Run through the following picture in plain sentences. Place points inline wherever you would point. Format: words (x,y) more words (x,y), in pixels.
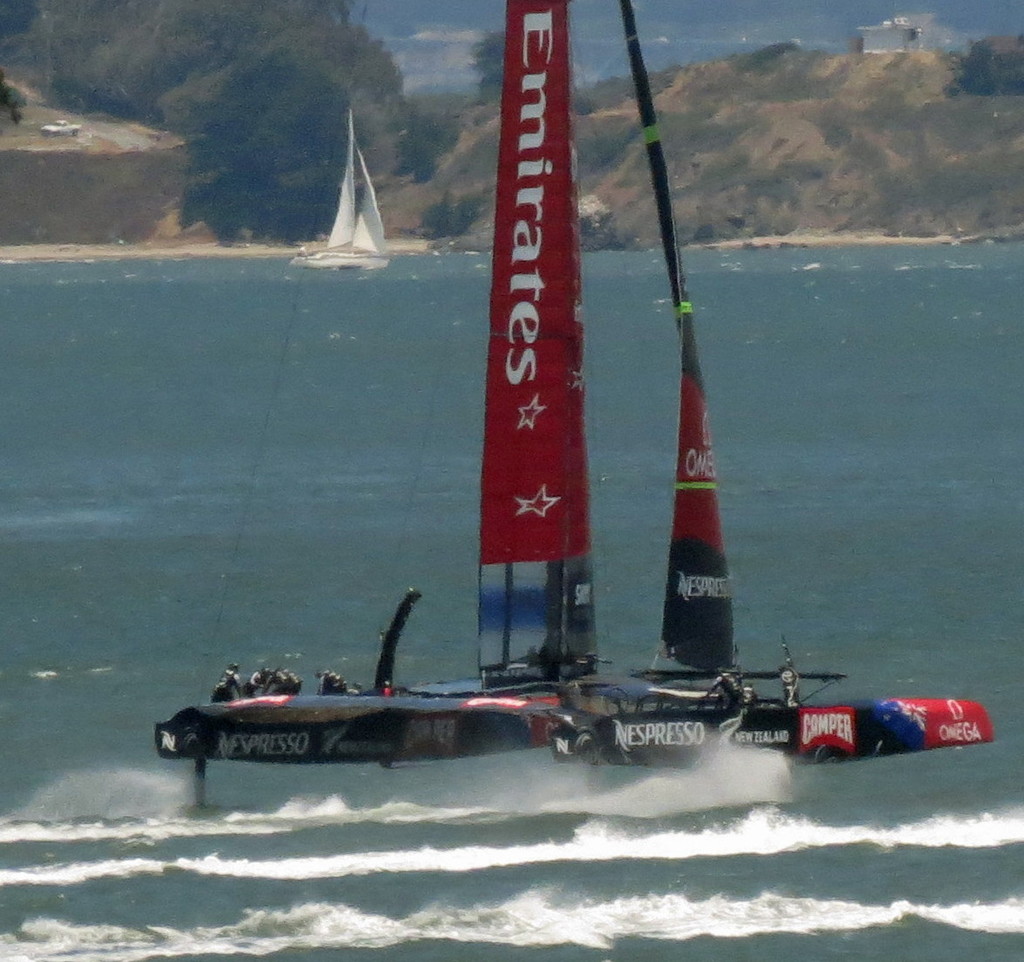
In the image on the water (271,618) there are boats (519,535). There are few people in the boats (569,555). In the background (914,81) there are hills (139,129) and trees (271,68).
